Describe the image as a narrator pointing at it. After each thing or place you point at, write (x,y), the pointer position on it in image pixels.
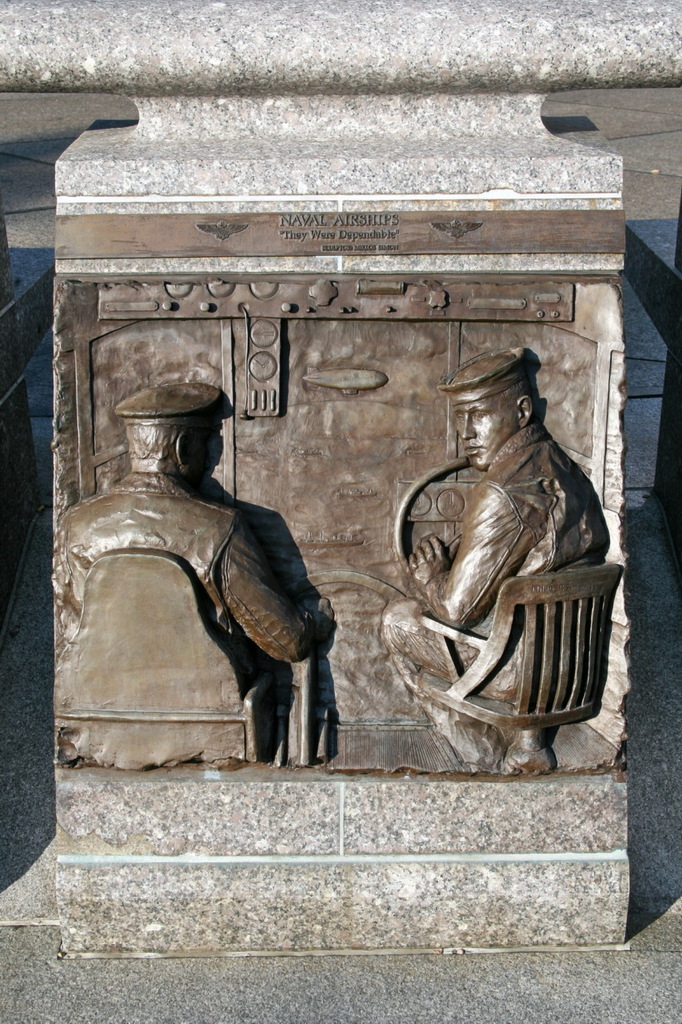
In the picture we can see a stone (411,848) to it we can see a sculpture (512,558) of two men (70,532) are sitting on the chairs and one man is holding a steering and on the top of it written as something.
